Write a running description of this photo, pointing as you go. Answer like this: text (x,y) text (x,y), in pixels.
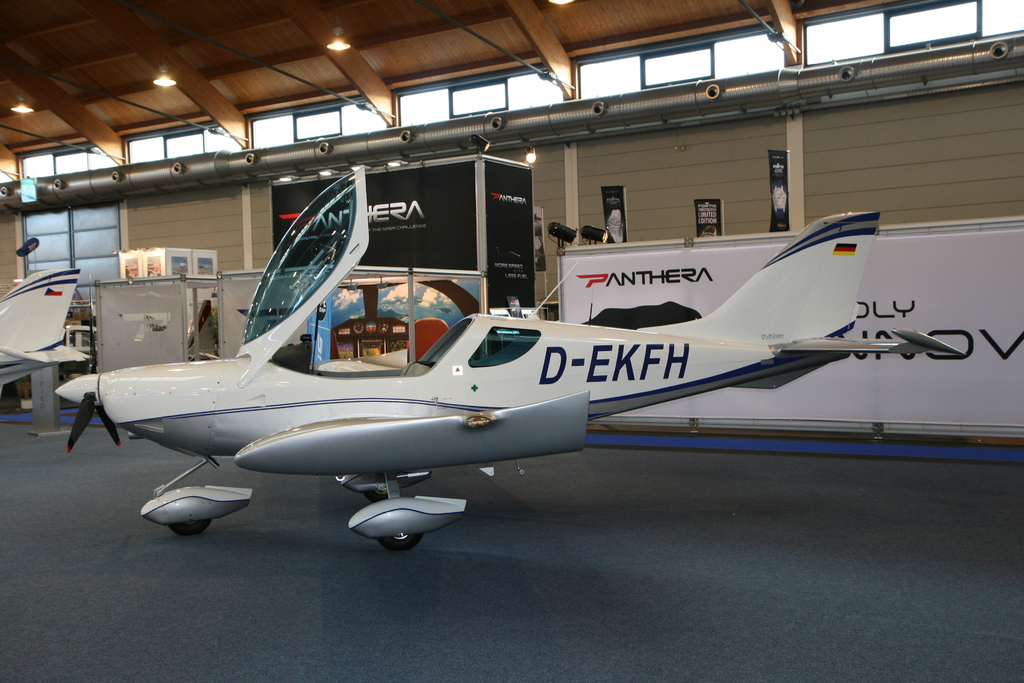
In this image we can see an airplane (496,401) on the floor (488,580) and on the airplane (605,365) we can see some letters (625,354). In the background (233,282) we can see some objects (197,258), banners (541,222), glass windows (1007,9) and also the wall (727,215). At the top (199,72) there is roof (231,38) with lights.
